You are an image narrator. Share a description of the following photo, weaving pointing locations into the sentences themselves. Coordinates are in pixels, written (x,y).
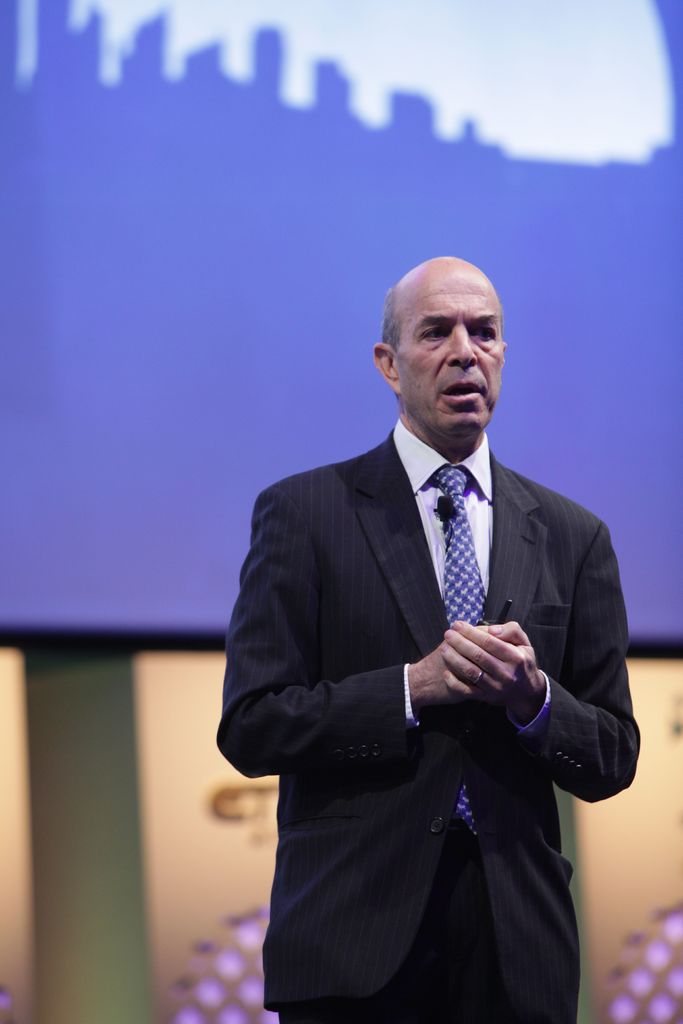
In this image we can see a man (461,587) is standing, he is wearing suit (435,588) with white shirt (417,488) and blue tie (454,541) and holding pen (508,611) in his hand (476,631). Behind screen (199,323) is present.
